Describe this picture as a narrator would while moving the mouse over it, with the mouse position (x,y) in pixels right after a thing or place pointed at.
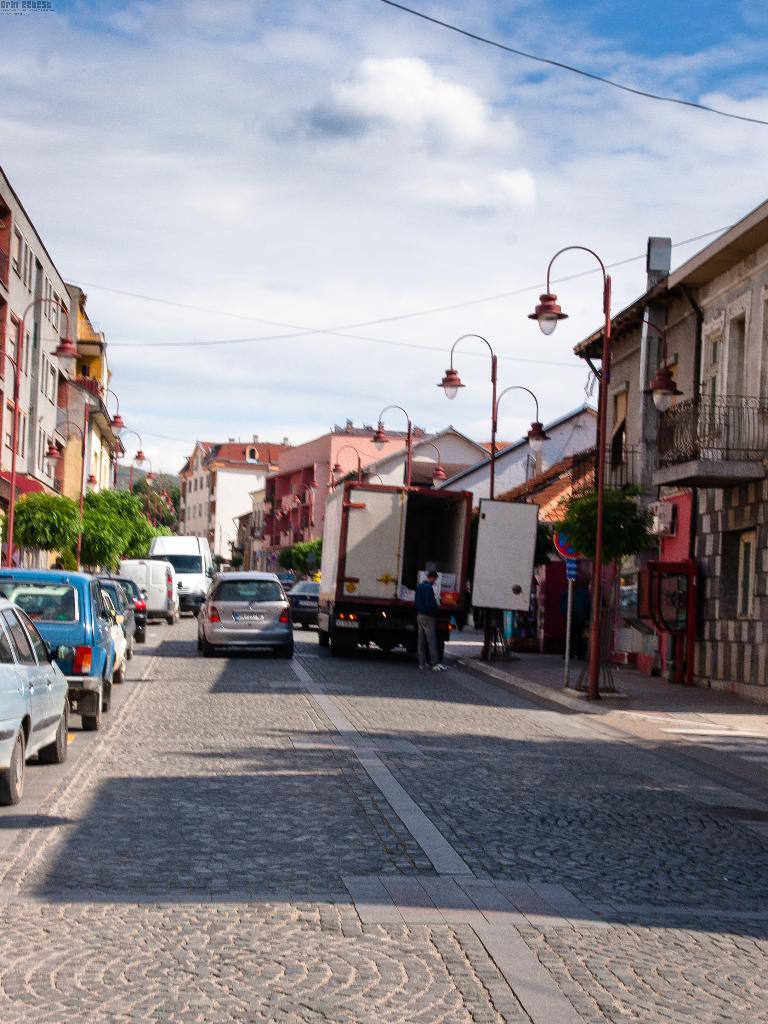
In this image, we can see some vehicles (282,628) and trees (91,519) in between buildings (325,487). There are clouds (423,155) in the sky (519,57). There is a road (425,834) in between street poles (593,693). There is a person (420,628) standing in front of the vehicle (359,628).
